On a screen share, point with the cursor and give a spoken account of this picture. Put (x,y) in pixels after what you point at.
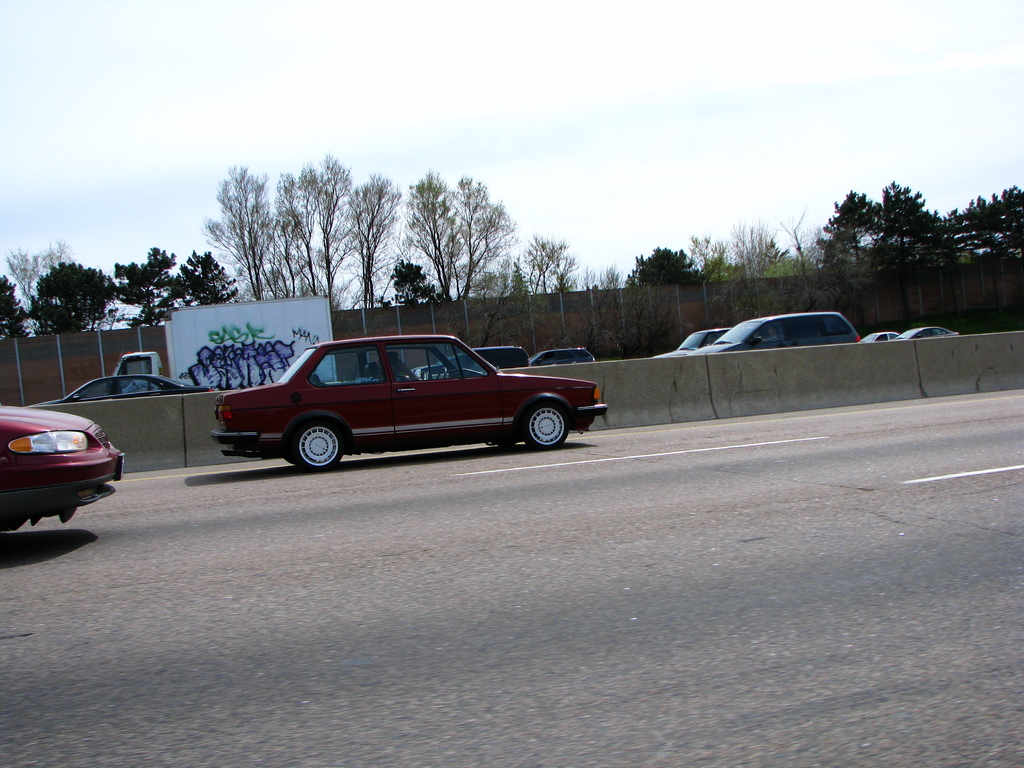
In this image I can see few vehicles (540,358) on the road (485,492). Back I can see a white board (283,331), trees (513,279) and cement fencing (834,385). The sky (731,105) is in blue and white color.
